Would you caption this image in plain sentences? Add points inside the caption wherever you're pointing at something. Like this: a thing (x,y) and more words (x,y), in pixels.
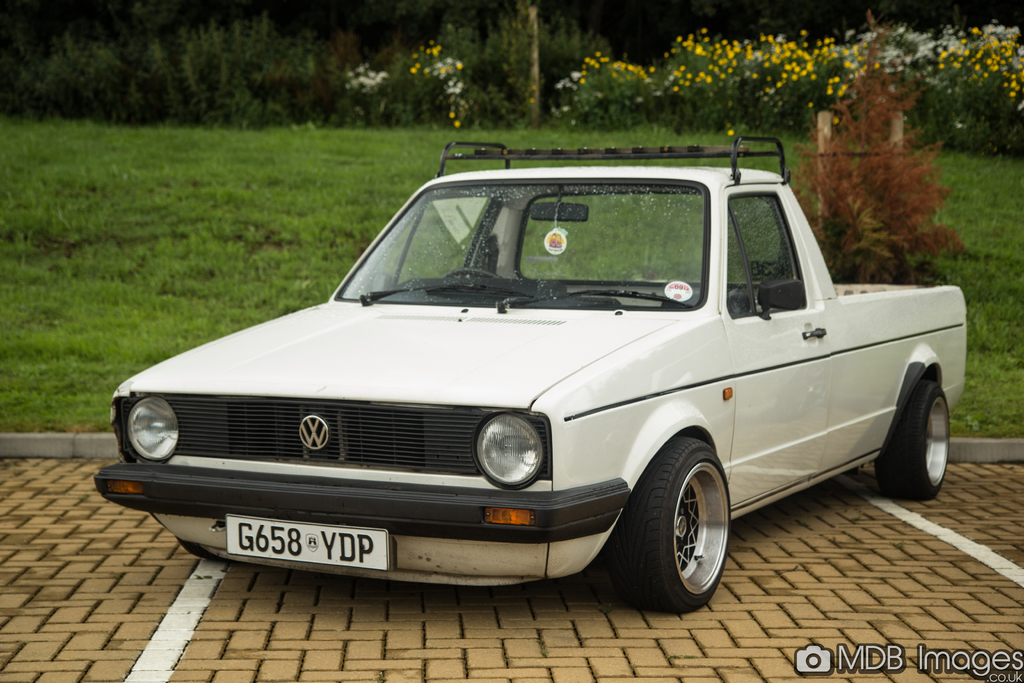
In this image I can see a car (741,507) on the road (527,605) and a text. In the background (179,247) I can see grass (306,238), plants (485,117) and trees (534,112). This image is taken during a day.
